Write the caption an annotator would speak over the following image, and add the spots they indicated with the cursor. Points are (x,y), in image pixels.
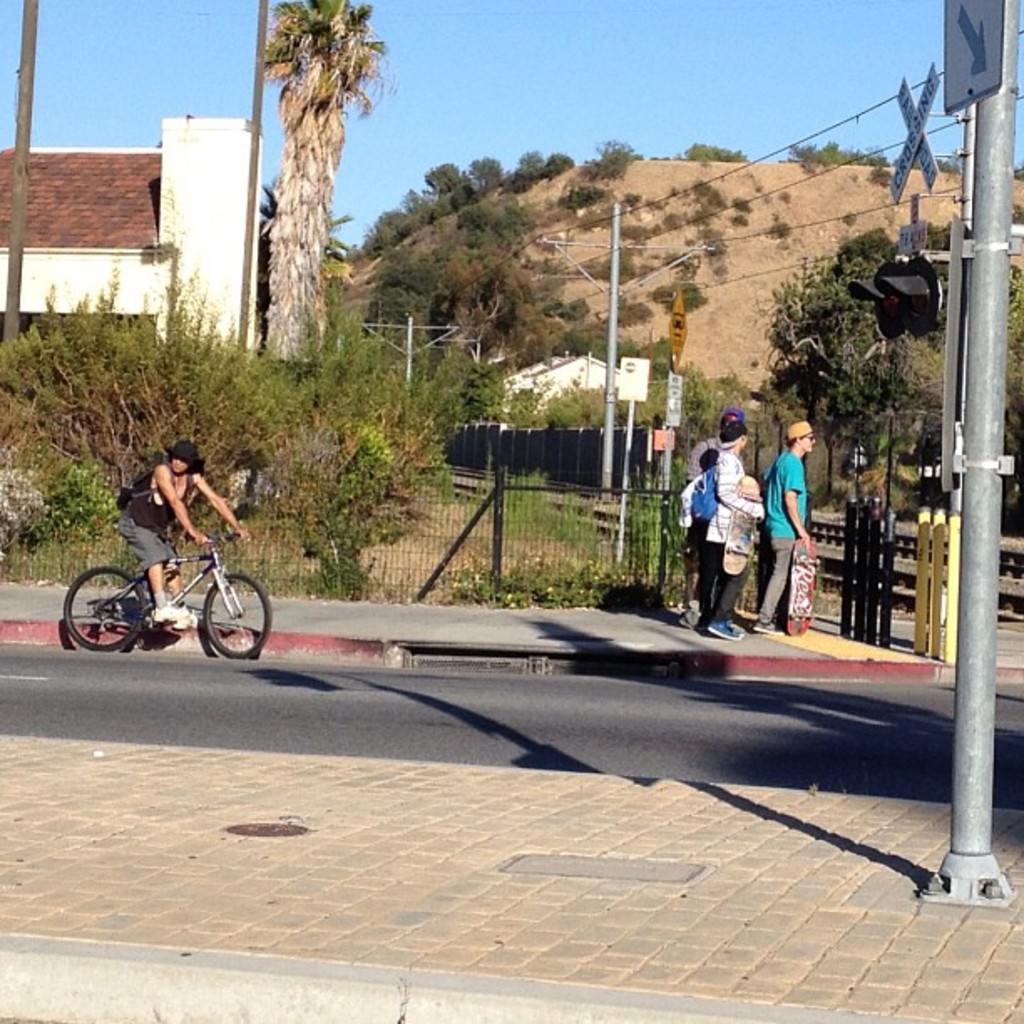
A person (166,563) is sitting on a bicycle (209,559). Here we can see people (721,593) holding skateboards (799,614). Background (153,408) there are plants (389,439), fence (669,537), tree (301,341) and house (96,221). Sign Boards (959,85) and signal light (904,289) is on pole (995,589).
